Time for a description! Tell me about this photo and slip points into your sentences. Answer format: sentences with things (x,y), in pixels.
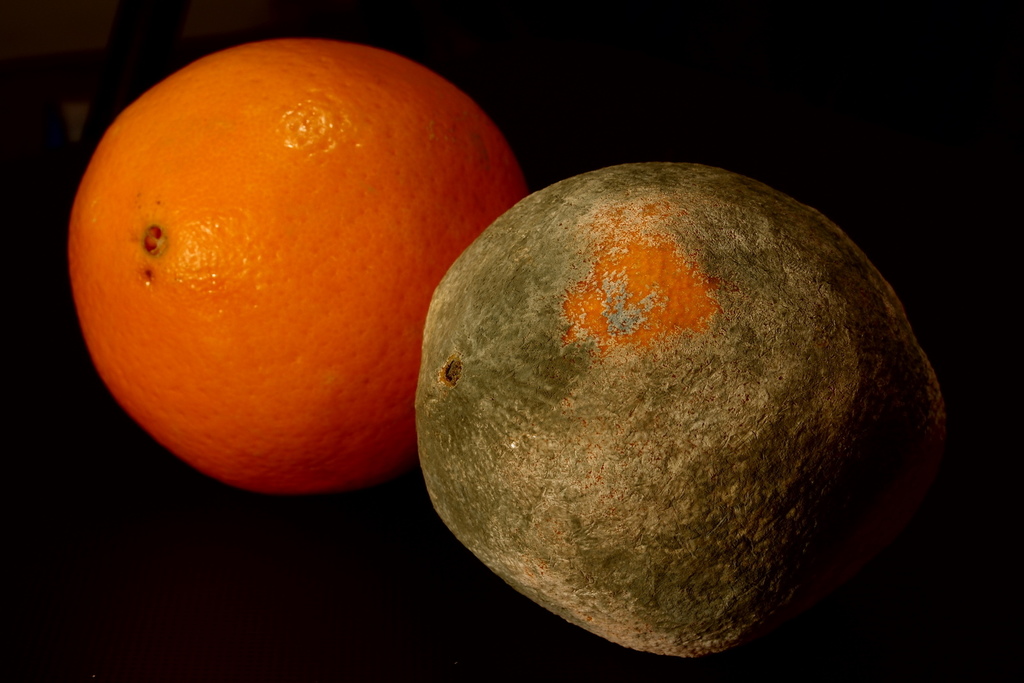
In this image we can see two oranges (628,268) on a black surface (794,176), the right orange (853,296) is rotten fruit (503,273).
